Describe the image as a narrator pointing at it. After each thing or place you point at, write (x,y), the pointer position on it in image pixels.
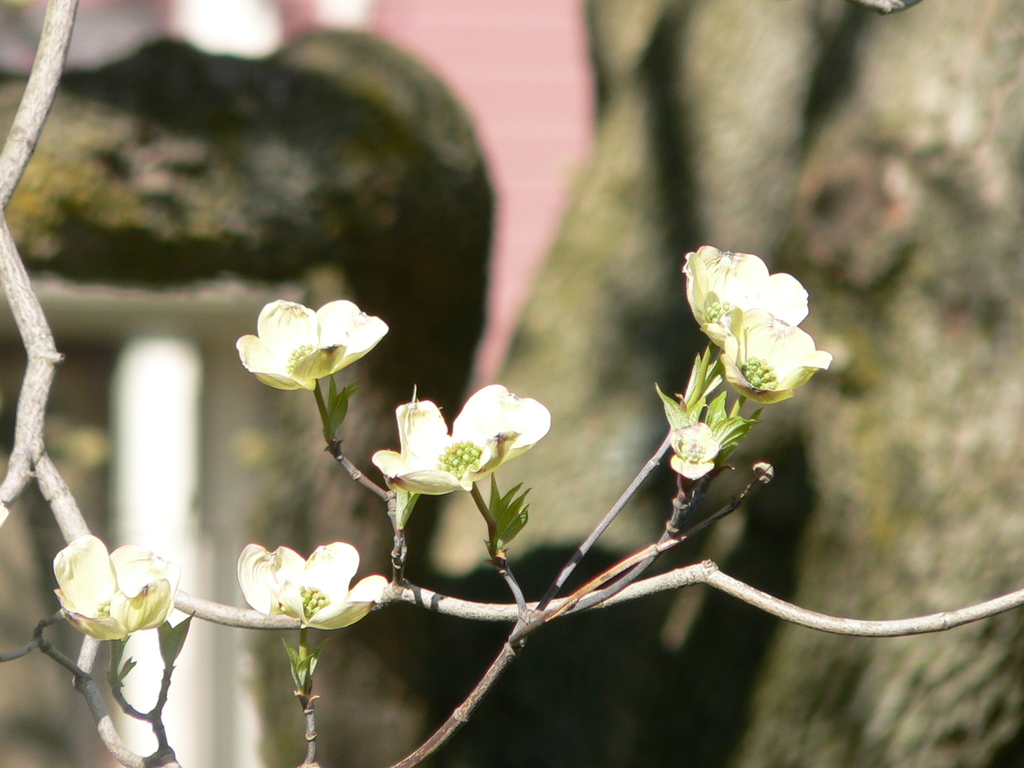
In this image, we can see some flowers (63,612) and some wood (220,605). We can also see the blurred background (535,60).
